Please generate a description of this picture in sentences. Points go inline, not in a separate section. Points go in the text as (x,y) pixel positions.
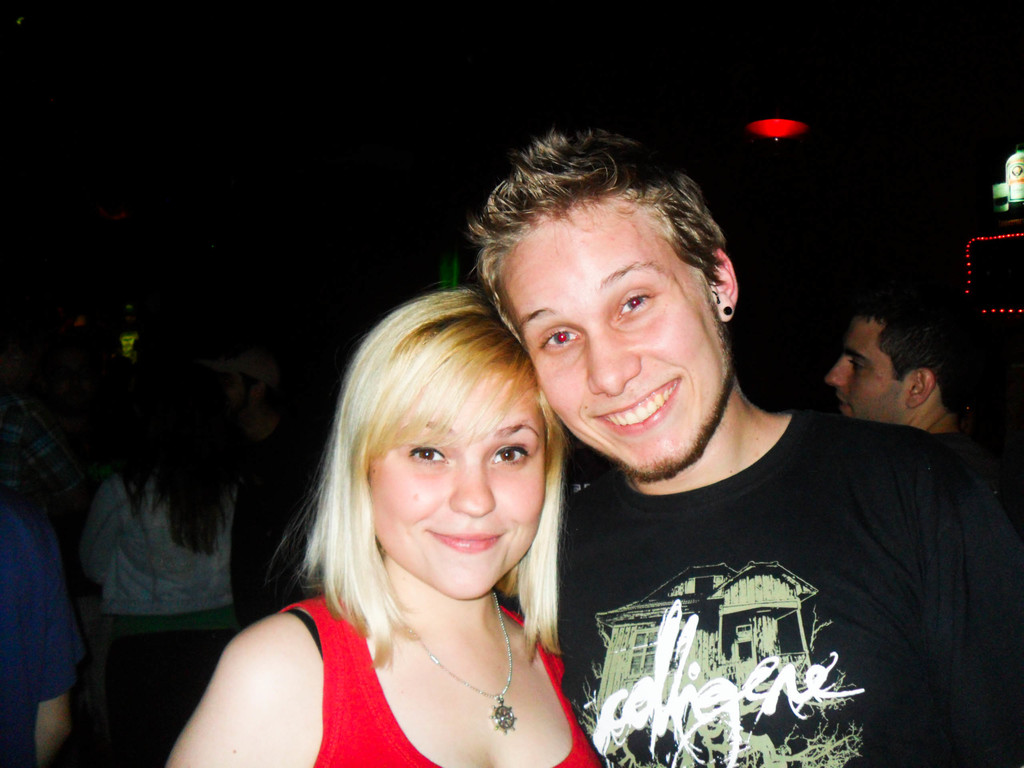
As we can see in the image in front (494,678) there are two people (498,654) standing, a woman (453,669) and a man (708,631). The man (780,640) is wearing black shirt (770,694) and a woman (404,714) is wearing red colour top (357,663), they both are smiling. At the background (259,360) there are people (909,349) standing.
